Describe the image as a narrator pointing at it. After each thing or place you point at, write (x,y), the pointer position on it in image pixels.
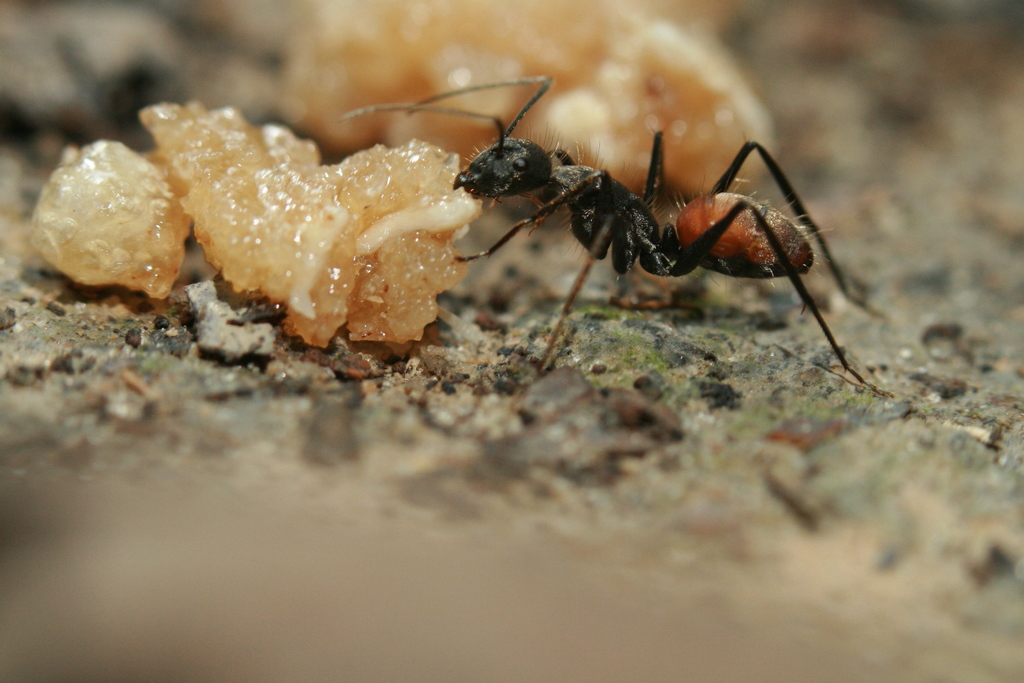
In this image I can see an ant (624,211), some food item (398,165) and stones (222,338) on the ground (730,449).
